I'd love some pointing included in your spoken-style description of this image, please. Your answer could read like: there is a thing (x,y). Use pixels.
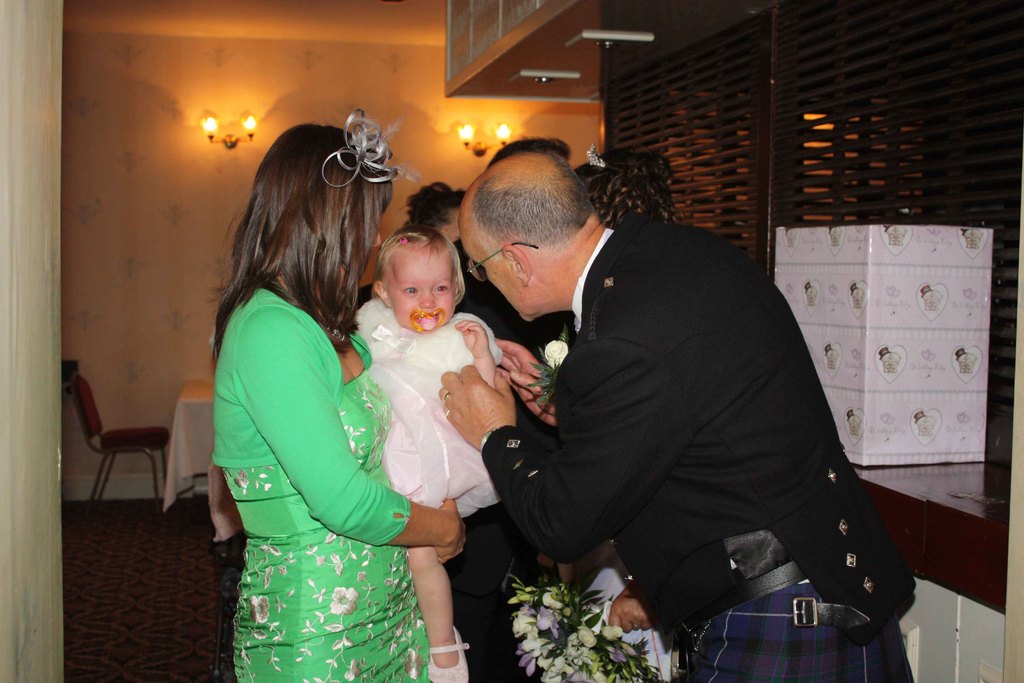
In this picture there are group of person (413,420) standing. In the center (356,421) women (324,468) wearing green colour dress (318,482) is holding a baby (417,429) in her hand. At the right side (741,450) the person (735,453) is standing and is holding a hand (480,362) of the baby (447,358). In the background (265,93) the wall (120,368), table (178,424), chair (136,438), lights (230,133) hanging on the wall (248,98).
